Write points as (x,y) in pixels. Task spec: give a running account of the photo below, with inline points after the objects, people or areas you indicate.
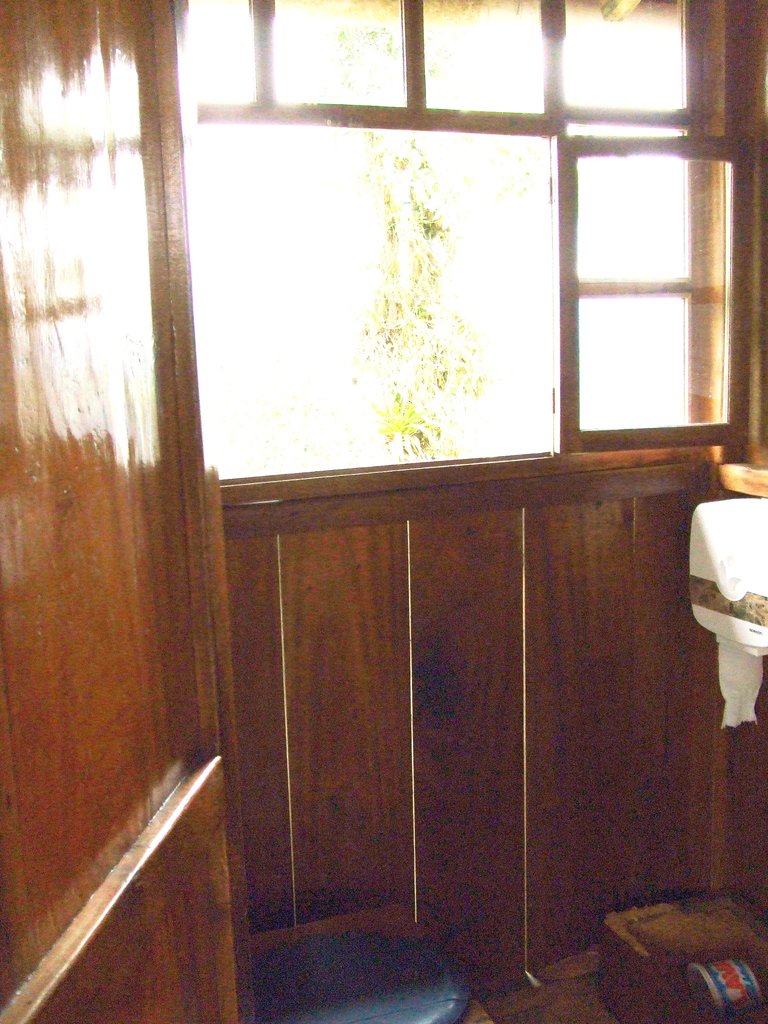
In this picture we can see a wall (308,535), window (453,320), and a tissue box (760,535). And there are some objects (610,988) on the floor (555,1004).
